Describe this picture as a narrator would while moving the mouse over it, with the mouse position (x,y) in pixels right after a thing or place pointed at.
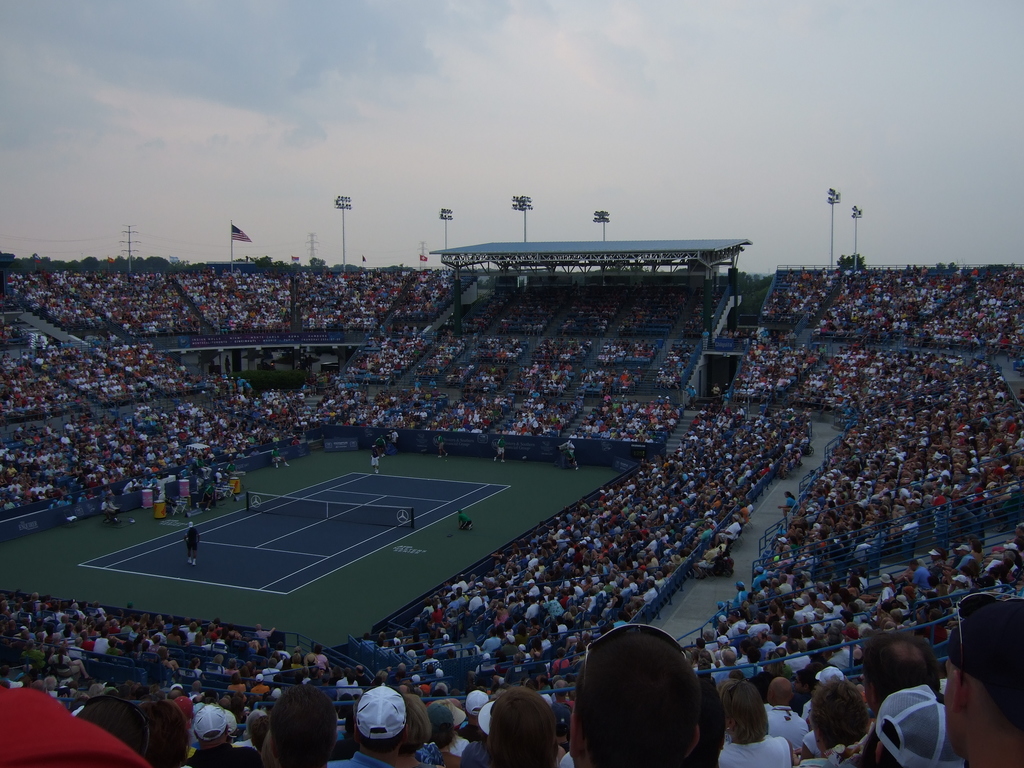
This is an outside view. Here I can see a stadium (725,362). In the stadium (418,606) there is a crowd of people (358,287). In the middle of the image (429,469) there is a ground (257,527) and I can see few people (190,534) on the ground (232,515). In the background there are few light poles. At the top of the image (412,90) I can see the sky (346,97).
